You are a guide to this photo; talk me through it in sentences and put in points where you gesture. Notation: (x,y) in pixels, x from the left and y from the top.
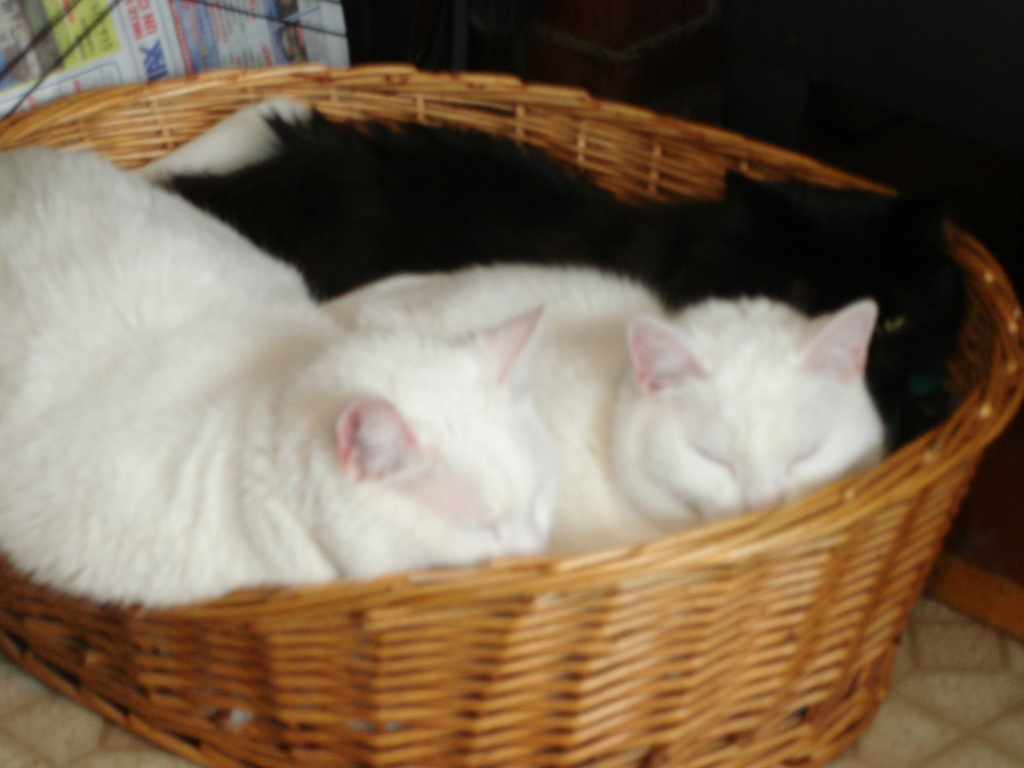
In this image, we can see three cats (492,442) are in the basket (578,728). This basket (693,646) is placed on the surface (980,691). Here there is a newspaper (157,59).
